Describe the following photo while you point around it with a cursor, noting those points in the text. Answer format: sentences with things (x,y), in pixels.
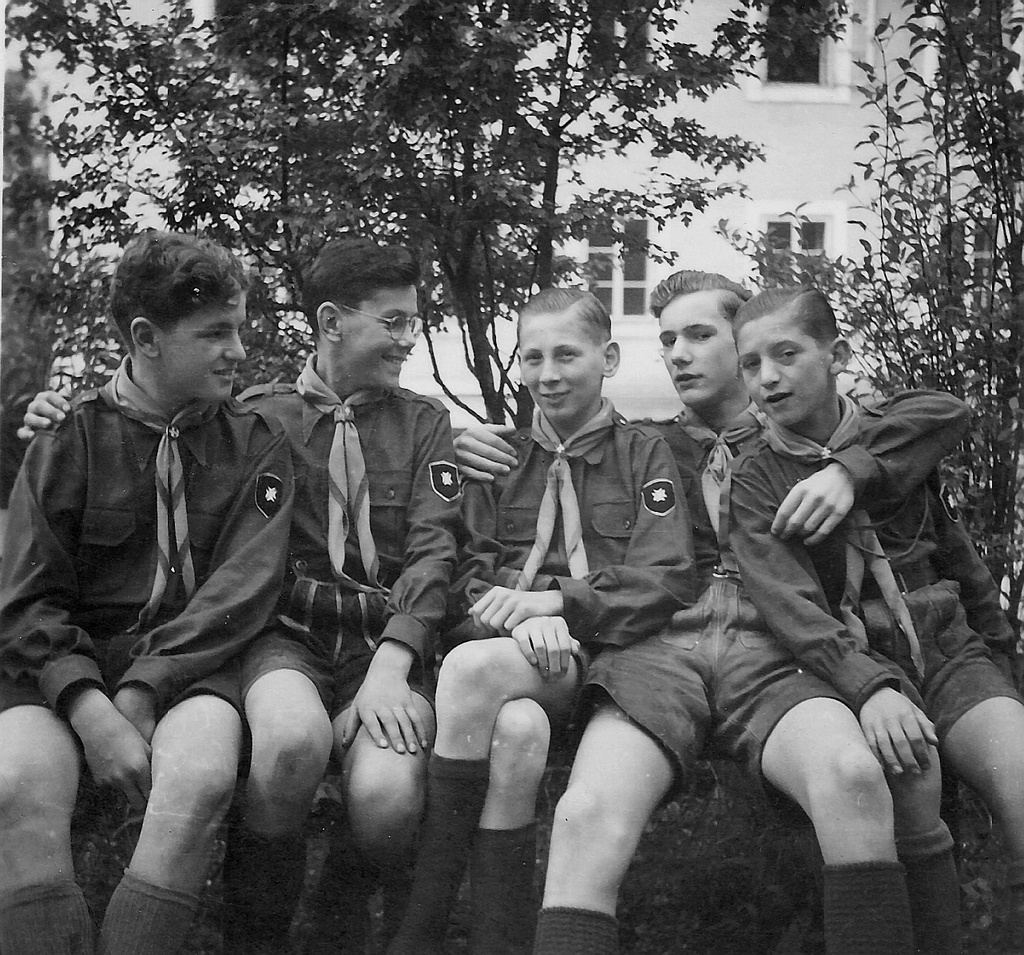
This is a black and white image, in this image in the center (355,422) there are some people (582,511) who are sitting and also in the background (533,68) there are some trees (615,126) and building (789,131).
